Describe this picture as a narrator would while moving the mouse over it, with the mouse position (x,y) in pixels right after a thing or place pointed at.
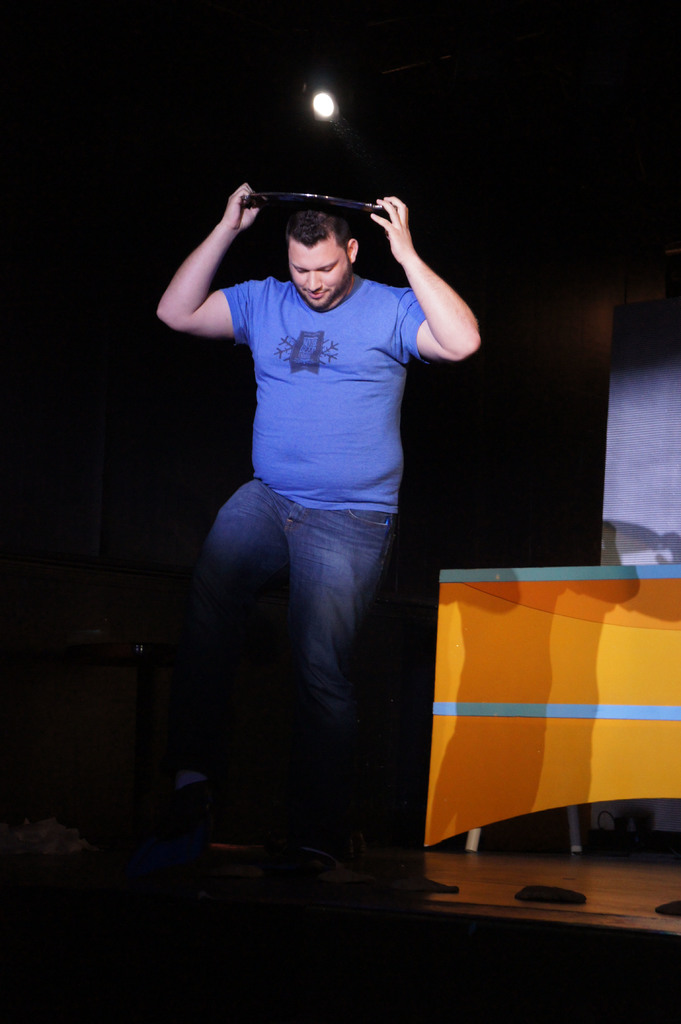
In the image there is a man (335,458) standing on a stage (631,961) holding a disc (339,198) over his head (332,222), he is wearing blue t-shirt (277,431) and jeans (303,600), On the right side (613,608) there is a table (510,757) and above there is a light (328,103) on the ceiling (356,80).
